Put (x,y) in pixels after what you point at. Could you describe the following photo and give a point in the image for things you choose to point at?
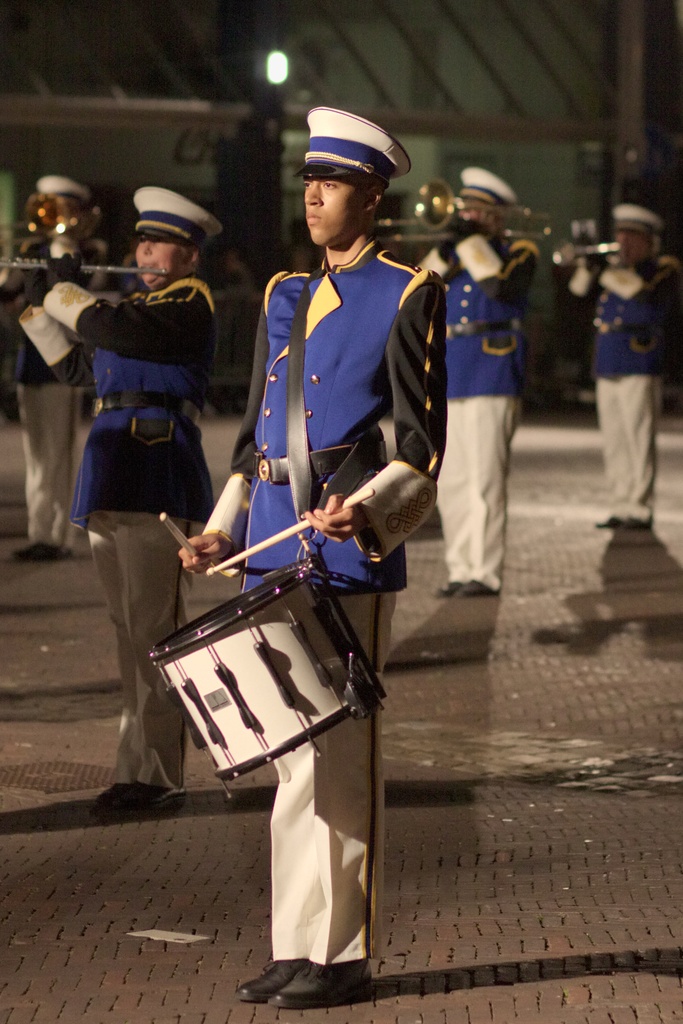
In this image, we can see a person (337,764) is holding a sticks (259,545) and standing on the path (488,939). He is wearing a belt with drum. Background (642,480) we can see few people (29,383) are playing musical instrument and standing. Here we can see light (282,74), rods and few objects (240,35). Background (402,5) we can see the blur view.
